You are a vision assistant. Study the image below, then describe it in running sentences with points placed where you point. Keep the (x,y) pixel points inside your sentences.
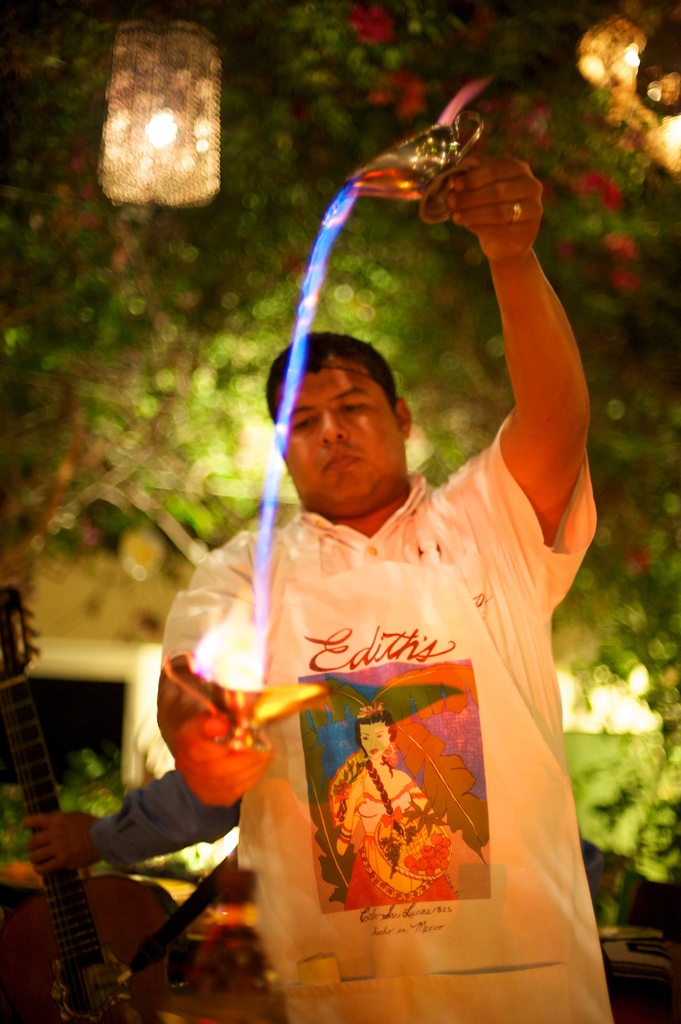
In this image we can see a person (527,711) holding objects (411,175). Behind the person (327,604) we can see a hand (79,845) of a person (39,859) holding an object (68,889) and a tree (182,382). At the top (121,137) we have two lights (124,129).
